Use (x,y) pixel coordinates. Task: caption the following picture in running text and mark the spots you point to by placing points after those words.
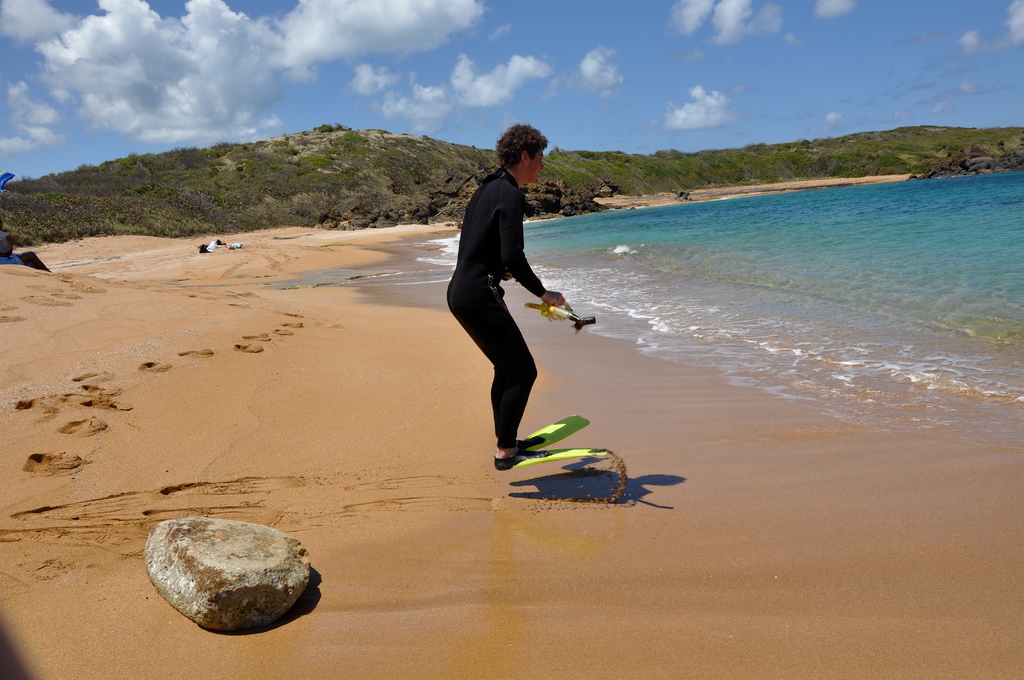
In this image there is a person (527,356) jumping in the air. He is holding an object (566,315). Left side there are people (204,246) on the land (194,270). Left bottom there is a rock (293,572). Right side (702,313) there is water (834,281). Background (16,212) there is a hill (945,153). Top of the image (524,98) there is sky (470,97). There are clouds (616,66) in the sky (241,52).
